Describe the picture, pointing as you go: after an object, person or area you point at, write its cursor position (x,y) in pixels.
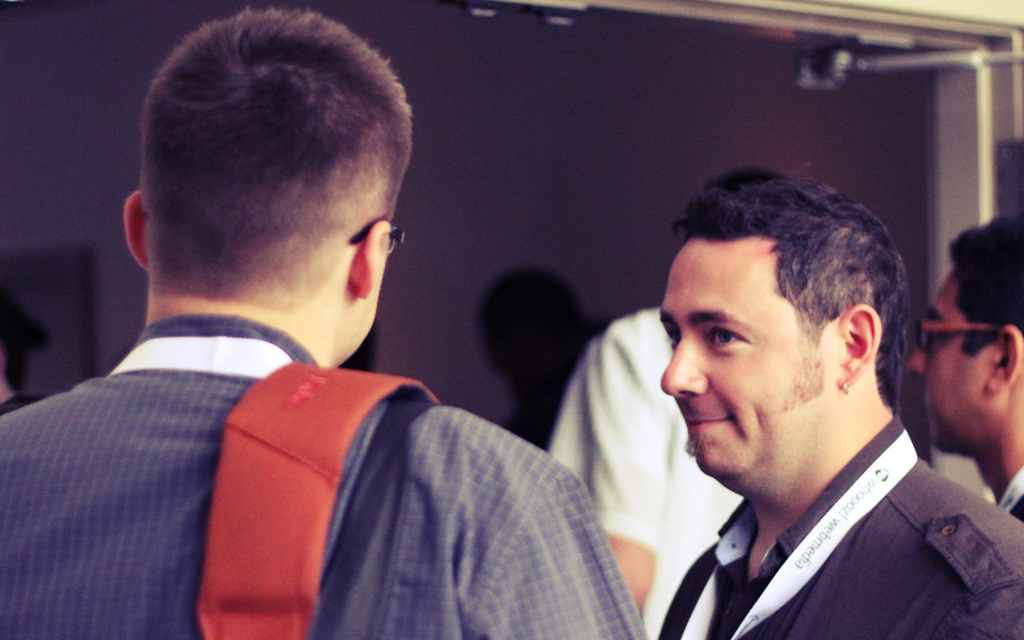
In this picture we can see a few people (348,257) standing on the path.
